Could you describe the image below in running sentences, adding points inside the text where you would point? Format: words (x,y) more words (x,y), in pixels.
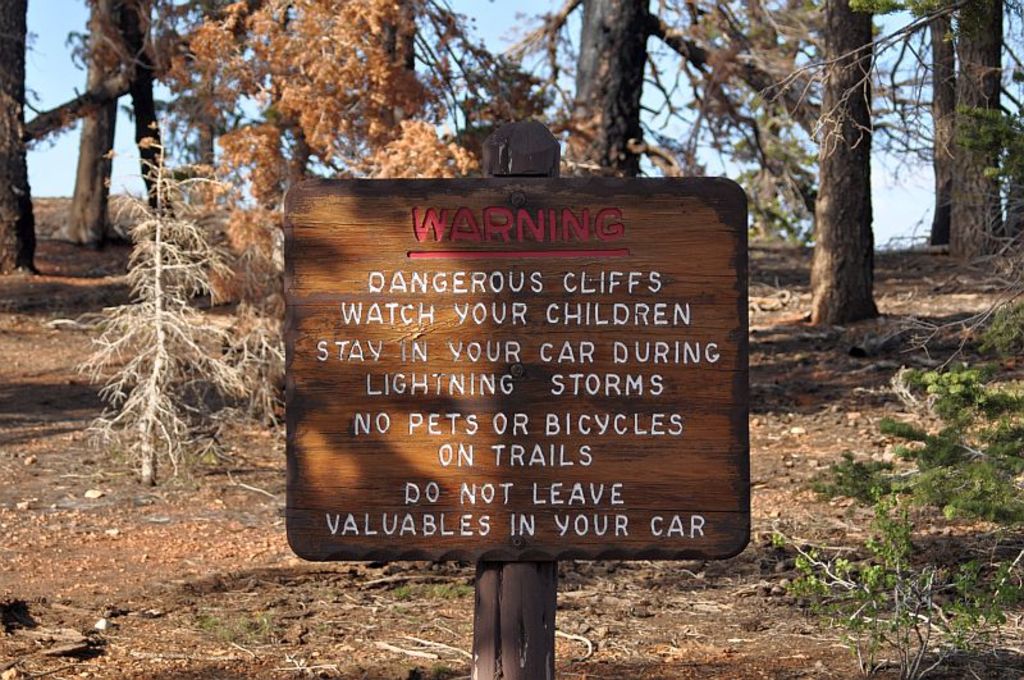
We can see board (566,309) on wooden pole (516,591). In the background (80,211) we can see plants (998,333), trees (20,31) and sky (877,177).
